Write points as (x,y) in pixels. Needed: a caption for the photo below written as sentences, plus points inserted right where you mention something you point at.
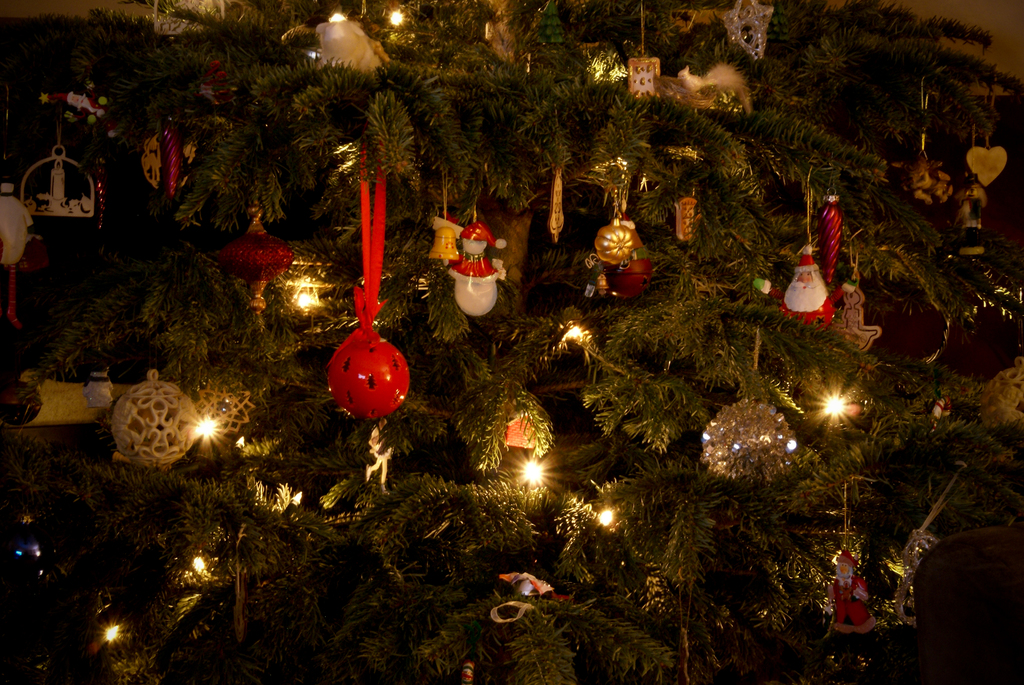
In this image there is a Christmas tree (463,499) in the middle (425,448) to which there are some decorative items (623,215) like balls (126,428), lights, hangings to it.
